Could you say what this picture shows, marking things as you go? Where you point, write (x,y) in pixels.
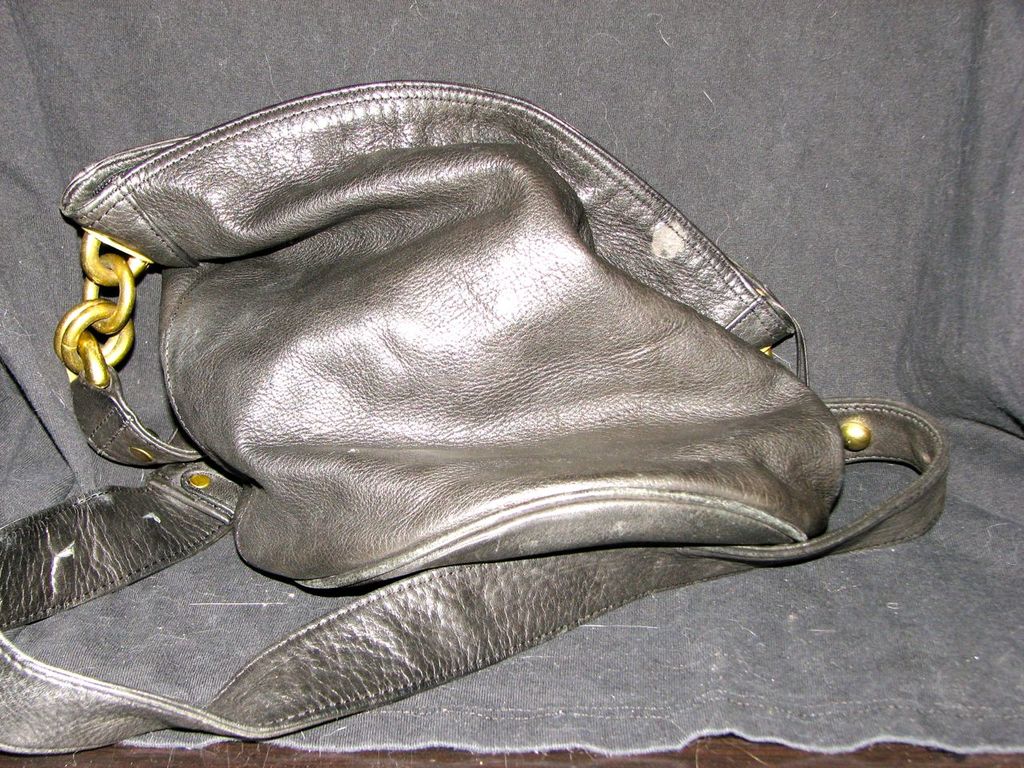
It's a handbag (473,431) in the middle (633,506).
